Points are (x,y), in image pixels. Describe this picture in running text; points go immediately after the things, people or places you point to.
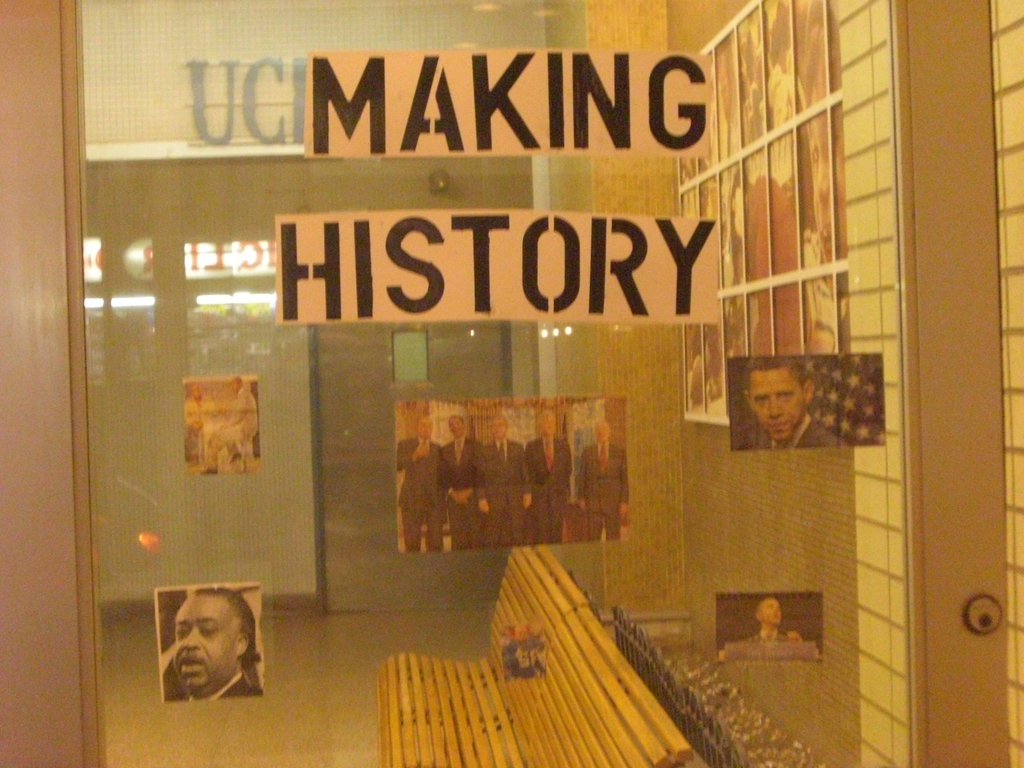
In this image there is a glass door (698,682) in the middle (567,446). On the door (592,554) there are some photos (536,491) and some text (320,239). Behind the glass door (490,329) there is a bench (494,671). On the right side (769,128) there are photo frames (761,136) attached to the wall (642,532).
